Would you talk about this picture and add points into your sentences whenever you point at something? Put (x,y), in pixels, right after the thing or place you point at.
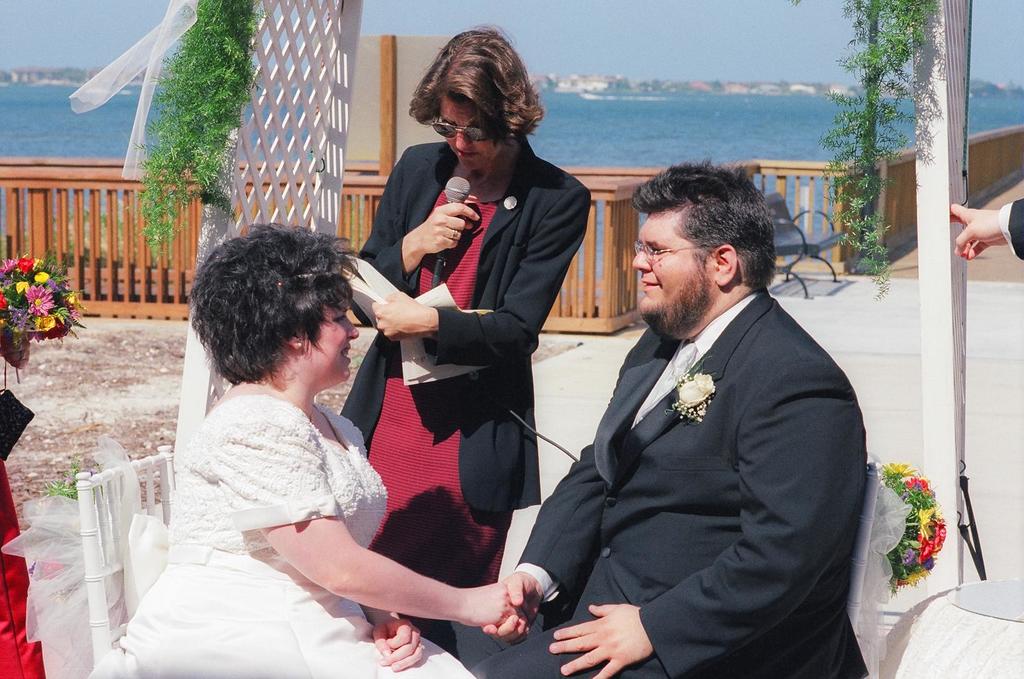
At the bottom of the image (359,470) two persons (313,486) are sitting and holding hands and smiling. Beside them a person (480,290) is standing and holding a paper (380,283) and microphone (455,185). Behind her there is fencing (133,182). Behind the fencing (119,182) we can see water (92,114) and trees (822,88) and buildings (563,82). At the top of the image (637,73) there is sky (67,43).
